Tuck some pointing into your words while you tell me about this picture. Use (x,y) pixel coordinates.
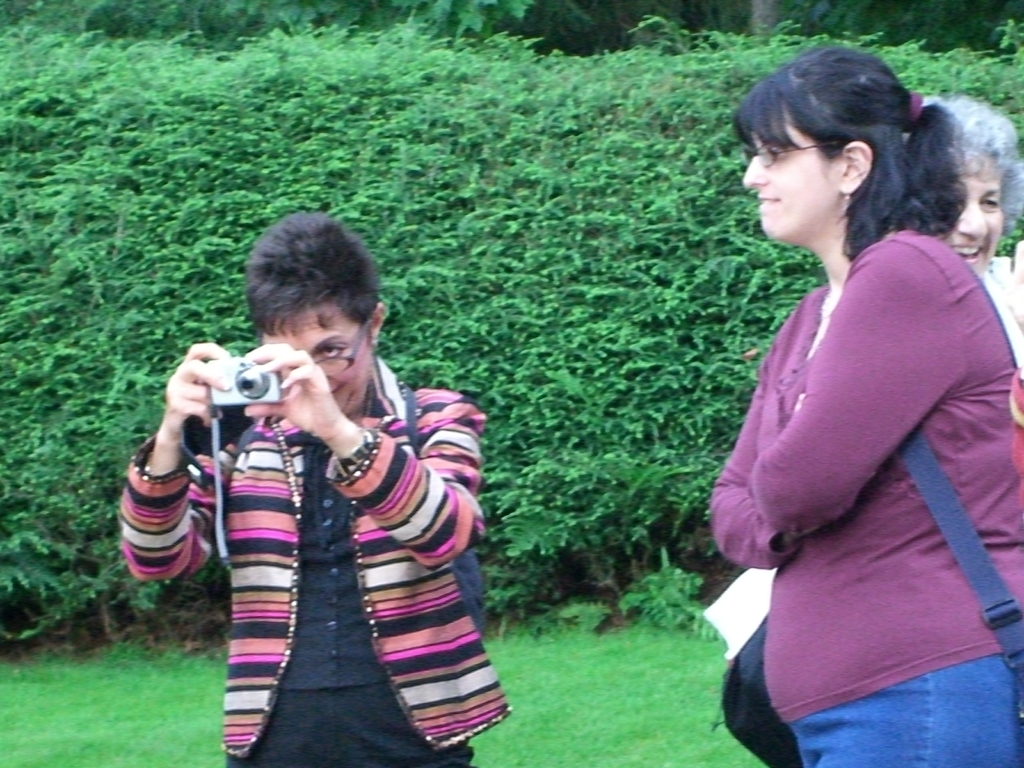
In this picture we can see a person (180,396) holding a camera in hands (173,380). There is a woman (865,561) wearing a strap (974,546). We can see another woman (988,146) at the back (990,220). Some grass (197,702) is visible on the ground (146,664). There are a few plants (569,140) from left to right.
